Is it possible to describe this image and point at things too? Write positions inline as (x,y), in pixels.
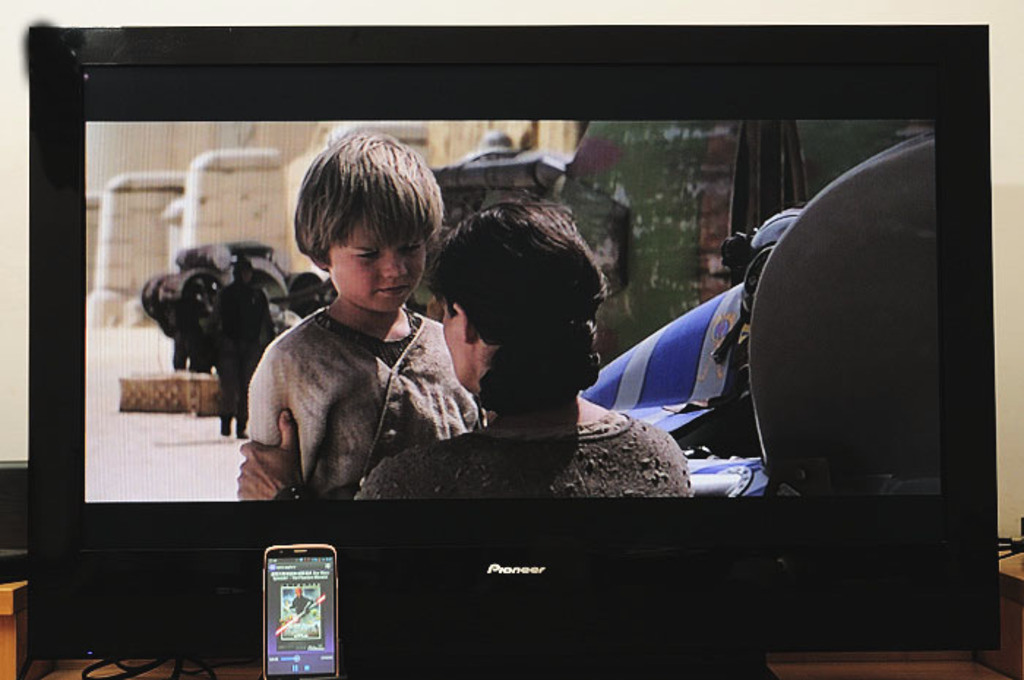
In this image, I can see a television (235,597) and a mobile phone (280,616) are placed on a table (229,668). At the bottom left side of the image (4,654), It looks like a wooden object (13,672).
